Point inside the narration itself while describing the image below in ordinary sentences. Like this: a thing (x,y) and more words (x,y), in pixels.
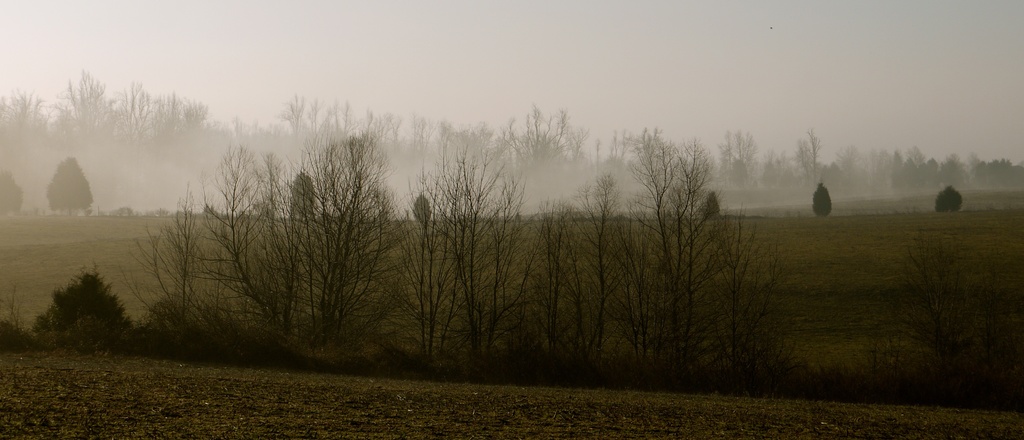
In this image we can see some trees (451,225) and in the background (600,155), we can see the sky (870,79).
